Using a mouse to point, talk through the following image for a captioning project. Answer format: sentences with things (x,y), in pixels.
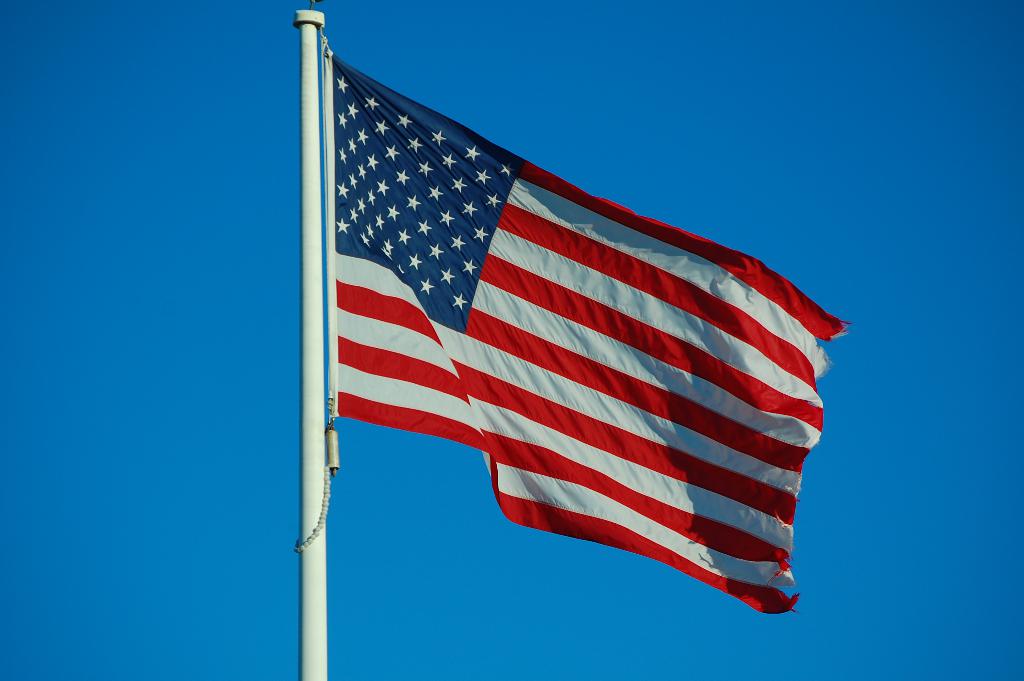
In this image there is a united states of america flag (456,319) to the pole (308,361), and in the background (282,329) there is sky (964,438).
